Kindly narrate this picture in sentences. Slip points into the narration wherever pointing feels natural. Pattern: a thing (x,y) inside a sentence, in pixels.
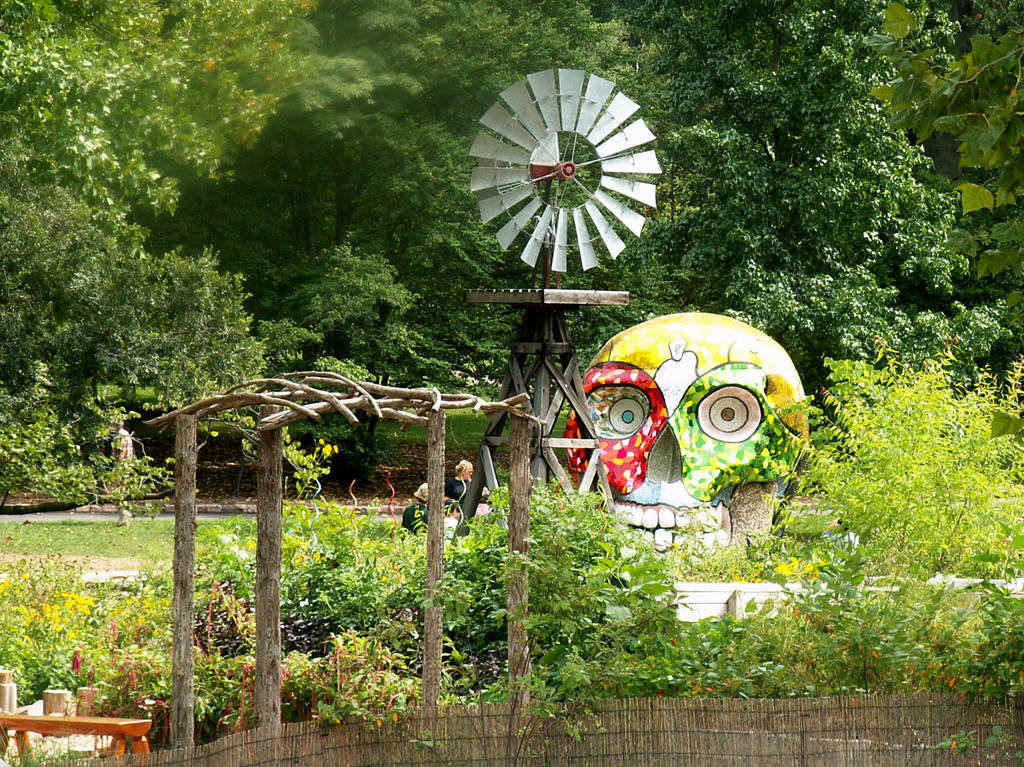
In this image I can see number of plants (402,540), number of trees (726,297), a red and green colour skull (685,428). I can also see windmill (542,245) and few people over here.
